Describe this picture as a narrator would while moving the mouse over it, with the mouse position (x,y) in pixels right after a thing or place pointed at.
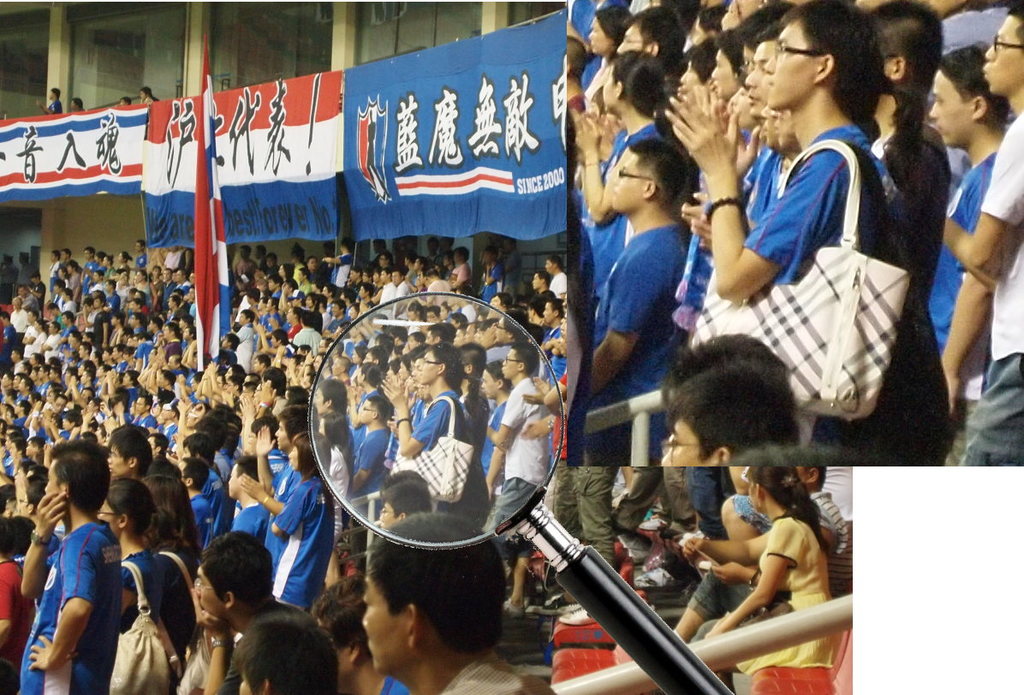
I can see this is an edited image. There is a magnifying glass (568,570), there are group of people (580,457), there are banners (5,193) and there is a flag (227,311).
